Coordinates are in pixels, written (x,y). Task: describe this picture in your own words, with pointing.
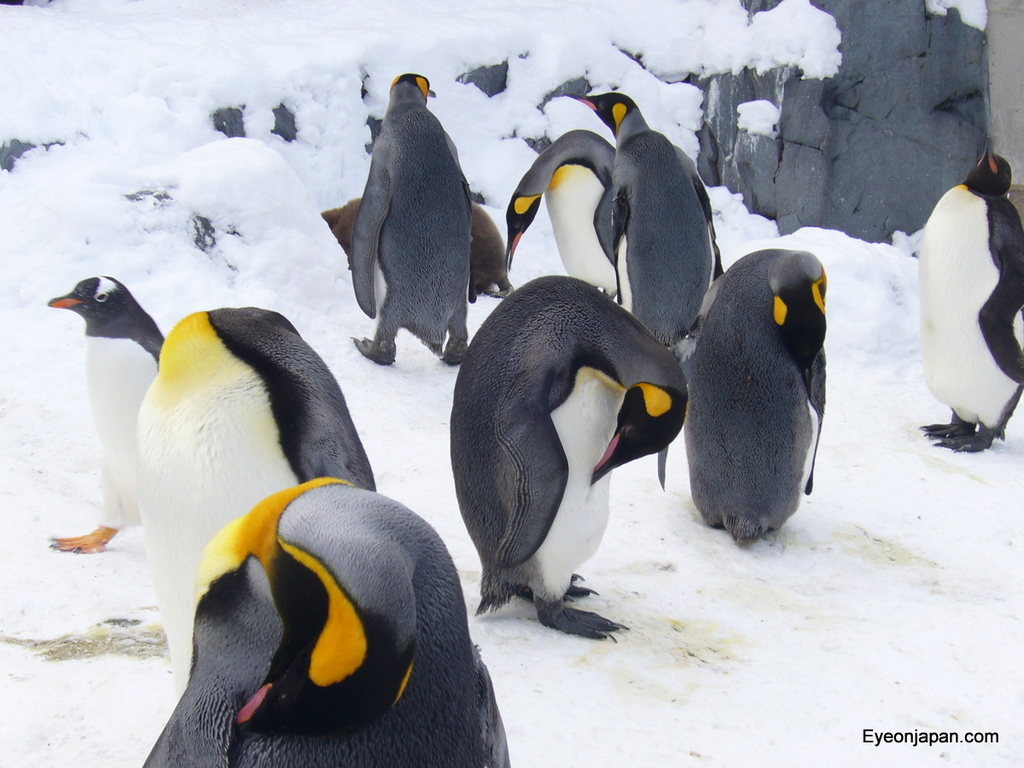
In the center of the image (389,326) there are penguins (538,312). At the bottom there is snow (294,251). On the right (877,147) we can see a rock (865,155).
